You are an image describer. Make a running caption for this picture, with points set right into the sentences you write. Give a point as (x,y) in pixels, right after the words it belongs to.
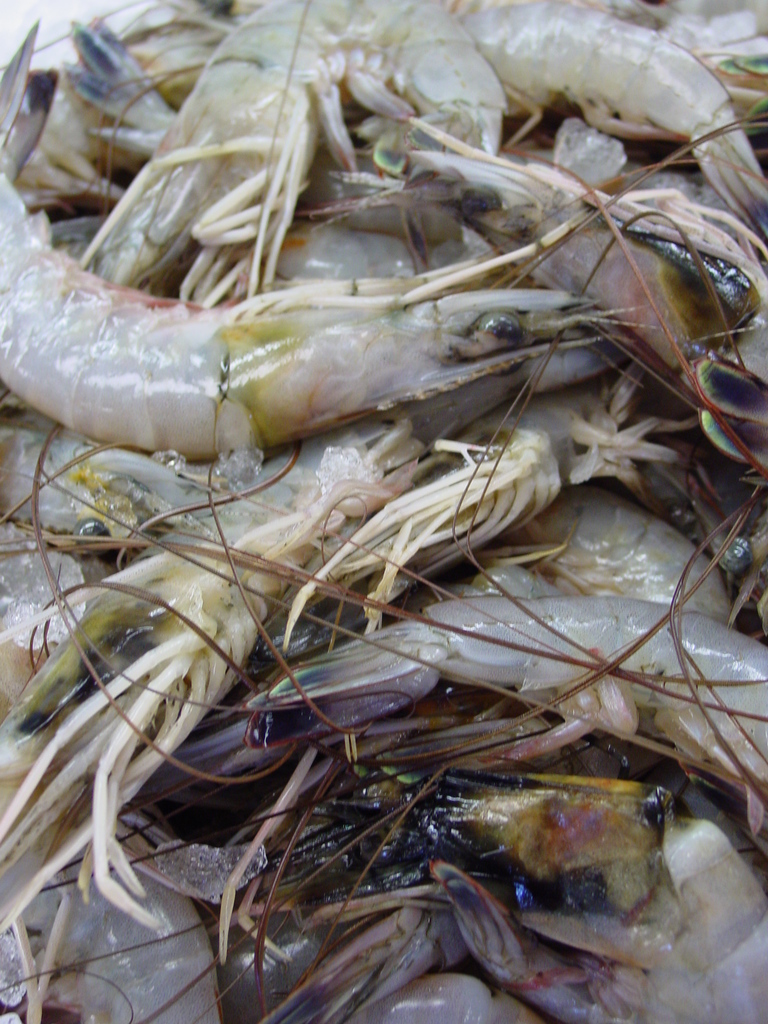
In this image we can see so many prawns (398,352).
